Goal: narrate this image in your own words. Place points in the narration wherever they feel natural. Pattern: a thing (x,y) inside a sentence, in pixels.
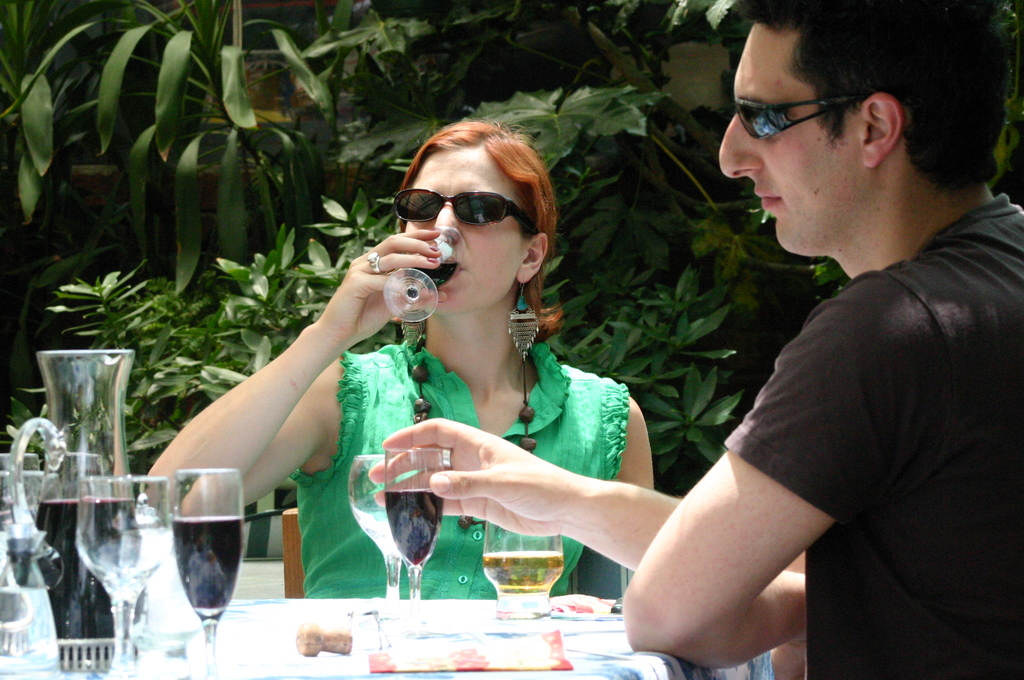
The women (390,400) wearing green dress (386,426) is sitting in a chair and drinking wine (435,269) and the person (855,448) beside him is holding a glass (421,485) which is on the table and there are trees (362,161) in the background (537,99).
